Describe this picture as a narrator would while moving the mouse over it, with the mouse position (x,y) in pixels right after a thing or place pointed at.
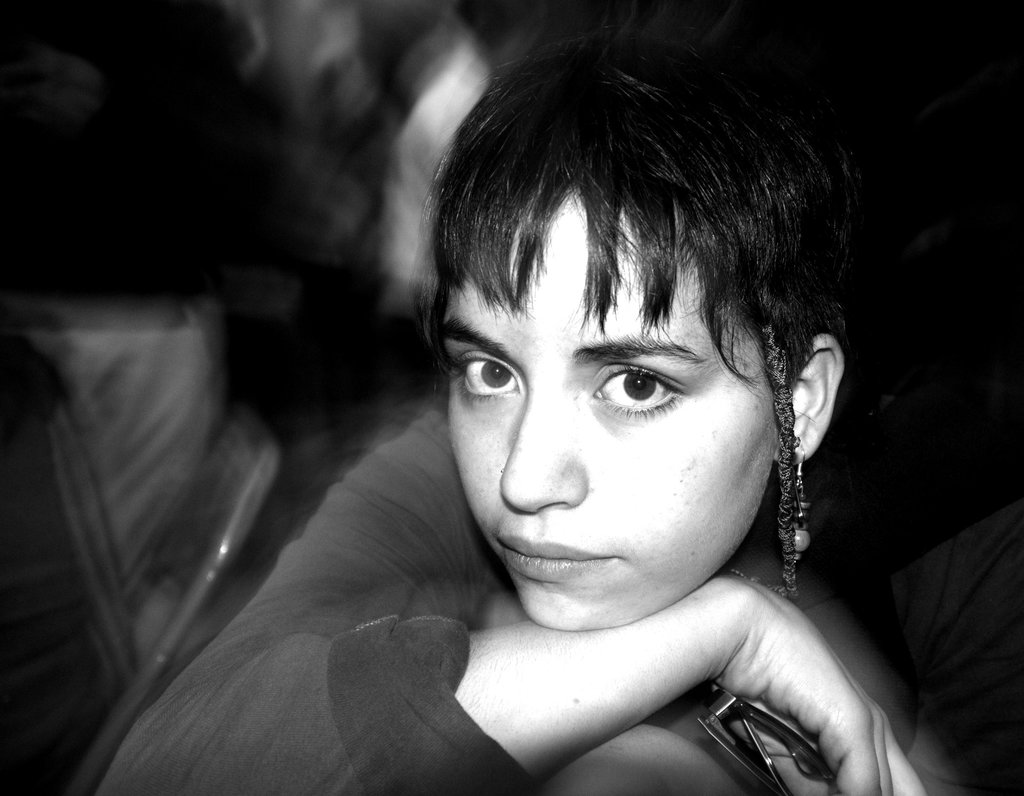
It is a black and white image, there is a woman (441,344) in the foreground (680,512).
